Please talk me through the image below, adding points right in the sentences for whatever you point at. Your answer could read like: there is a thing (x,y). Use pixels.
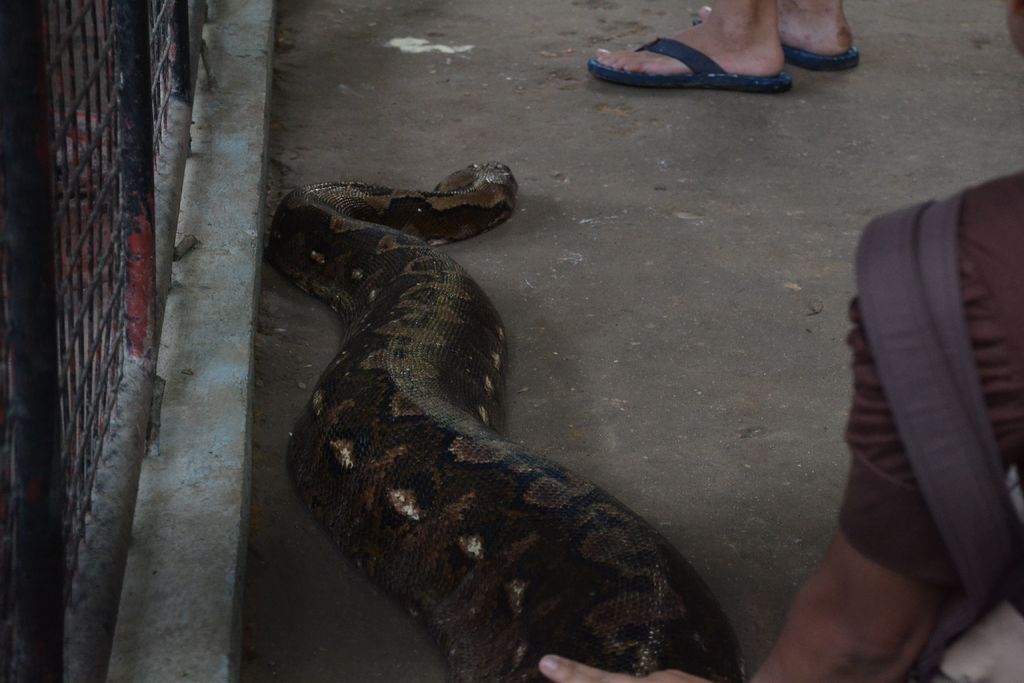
This image consists of a snake (432,395). It is in the middle (458,353). There is a person's leg (747,41) at the top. There is a person (928,548) on the right side (829,624).
